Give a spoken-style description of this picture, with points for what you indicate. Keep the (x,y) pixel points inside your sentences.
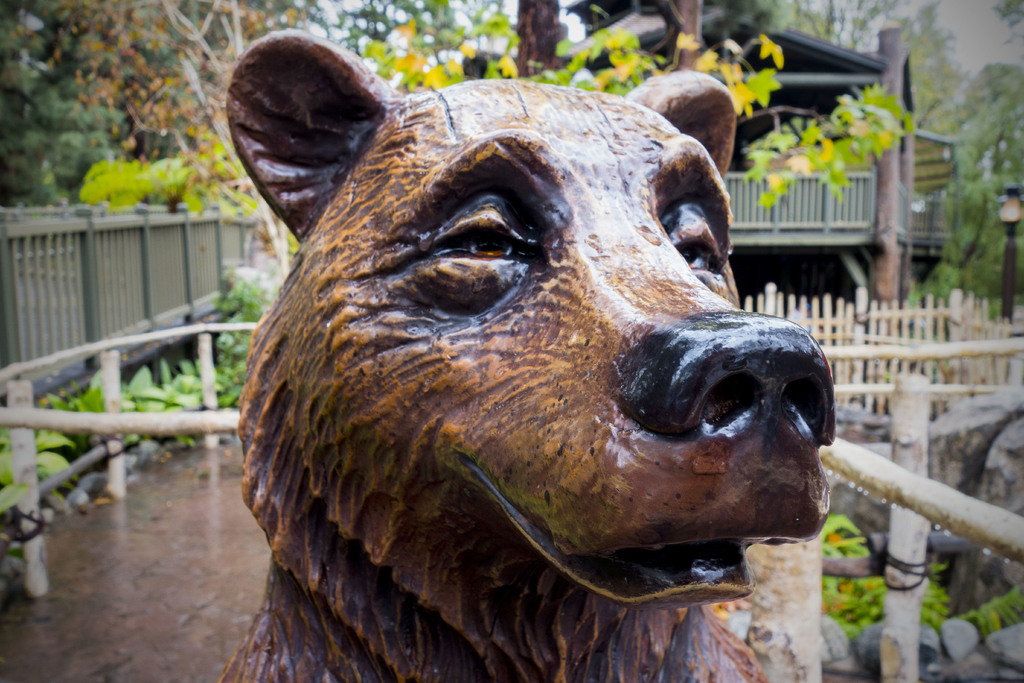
In this image I can see an animal statue (327,328), background (1000,269) I can see few light poles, wooden fencing (824,211) and I can see trees (437,32) in green color and the sky (575,19) is in white color.
